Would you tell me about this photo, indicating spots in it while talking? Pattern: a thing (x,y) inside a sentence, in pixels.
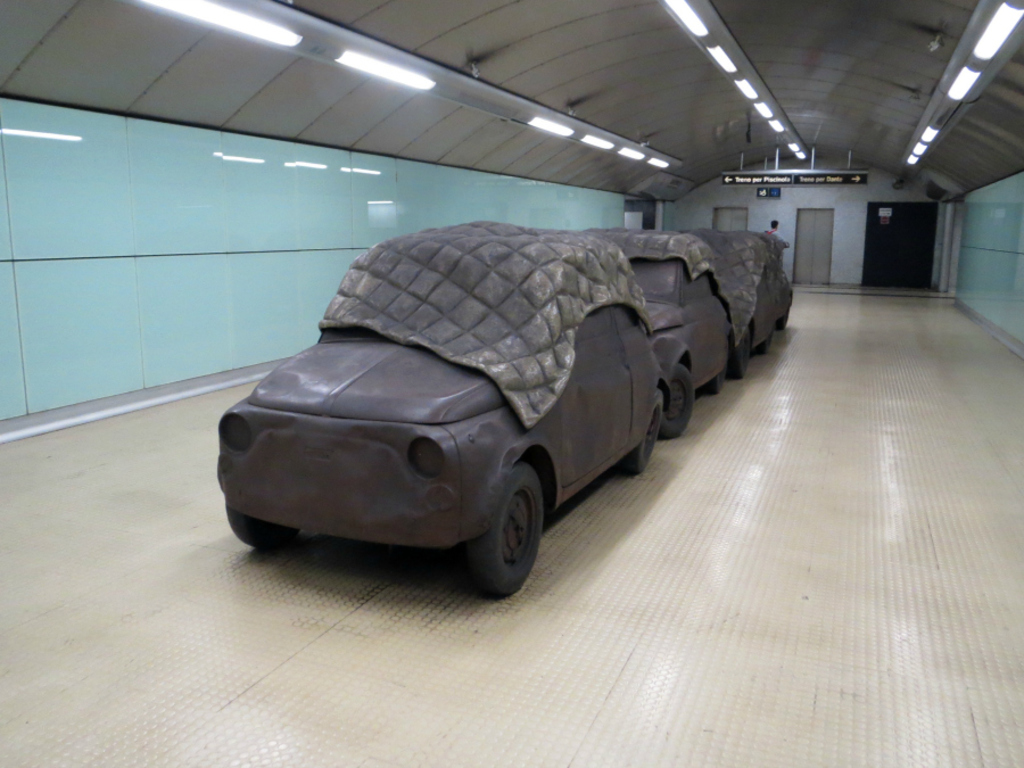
In this image, there is a cream color floor (887,708), there are some cars (411,539) on the floor (662,464), at the right (1007,219) and left side (325,208) there are some blue color glasses (147,222), at the top (254,68) there is a shed (999,79) and there are some lights (955,89).
